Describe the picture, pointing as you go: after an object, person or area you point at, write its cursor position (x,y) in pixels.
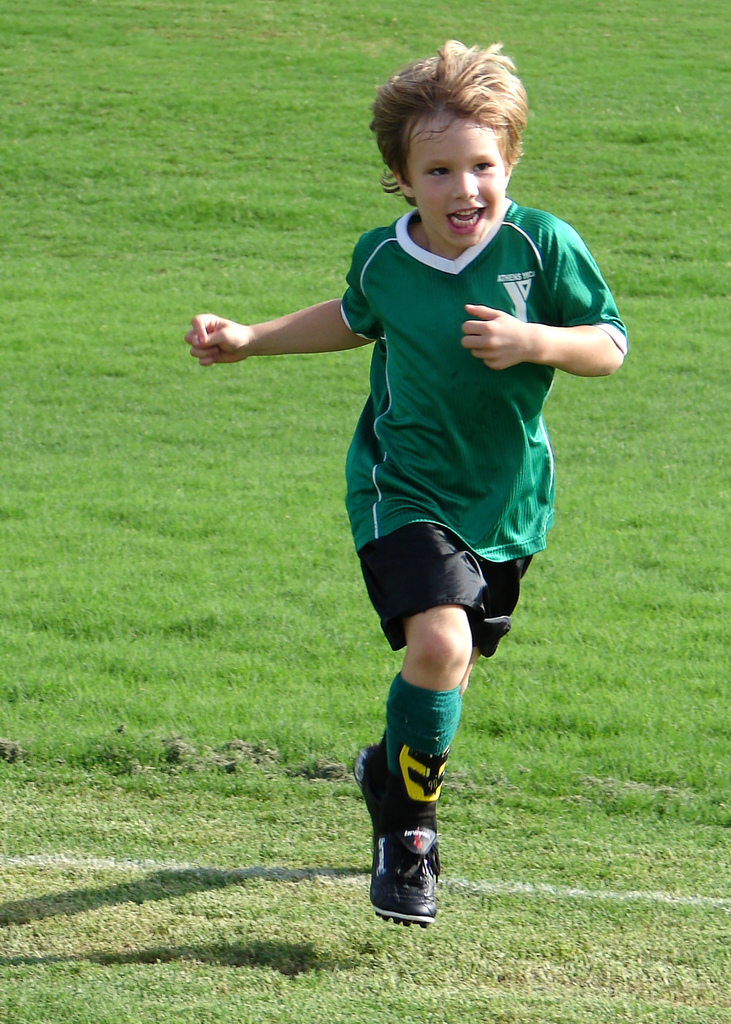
In this picture I can see there is a boy (371,458) running, looking at right side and smiling. He is wearing a green jersey (434,432) and a black trouser (485,603). He is also wearing shoes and there's grass (640,349) on the floor (127,844).
